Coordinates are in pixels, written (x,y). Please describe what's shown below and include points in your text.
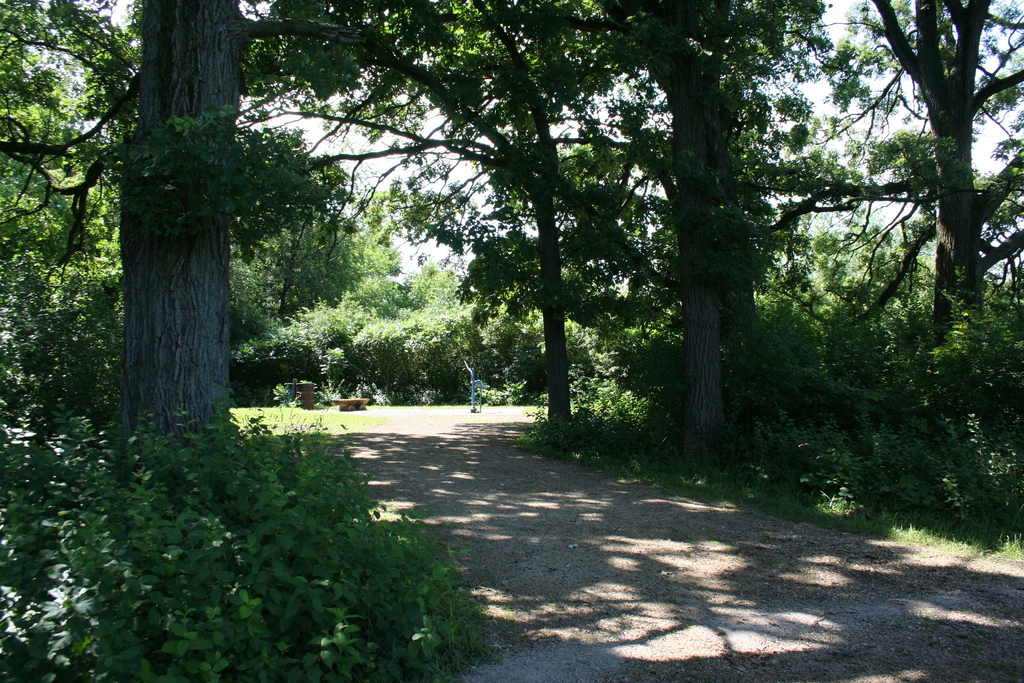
In this image there is a small surface ground (559,545) at bottom of this image (603,587) and there are some trees (108,381) on the background (361,330) and there is a sky (790,79) at top of this image (328,142).
